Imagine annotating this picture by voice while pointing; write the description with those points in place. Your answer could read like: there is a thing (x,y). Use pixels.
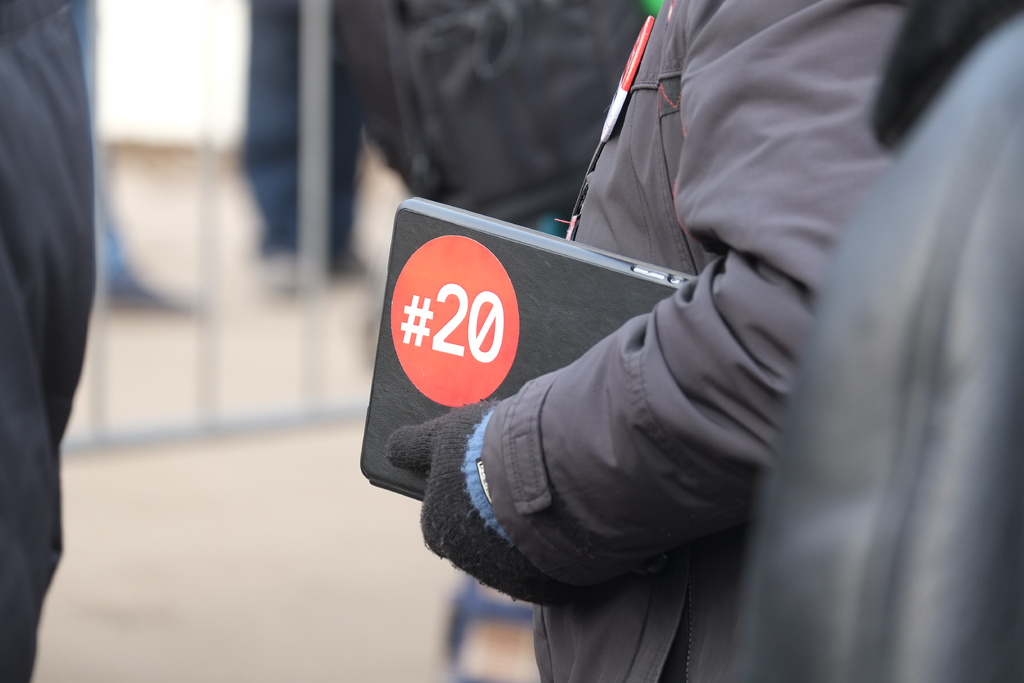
In this image I can see group of people (829,334) standing, the person (765,197) in front (749,158) wearing gray color jacket (701,190) and holding an object (598,317) which is in black color. Background I can see the railing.
